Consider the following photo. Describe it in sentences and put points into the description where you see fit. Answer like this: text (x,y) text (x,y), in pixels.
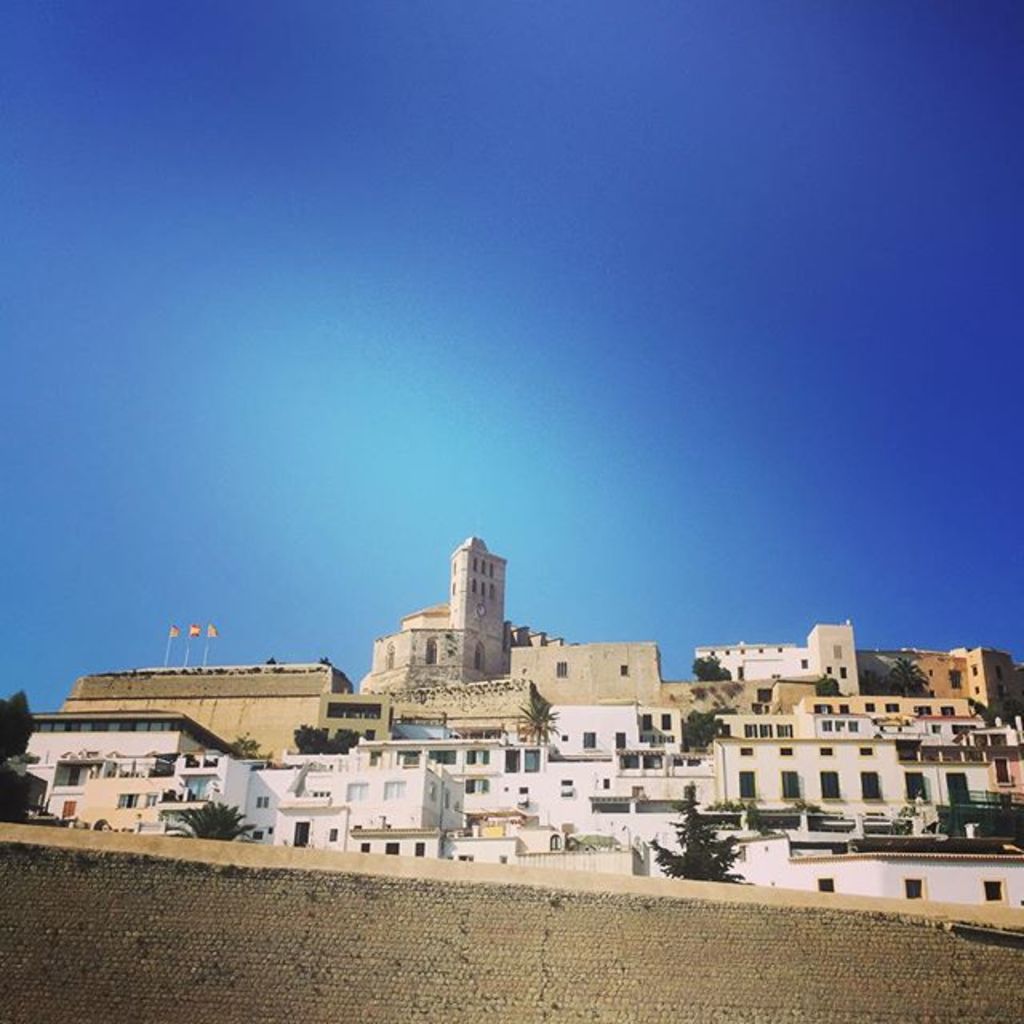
In this picture we can see buildings (709,768), trees (688,846), and flags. In the background (425,358) there is sky (784,339).
